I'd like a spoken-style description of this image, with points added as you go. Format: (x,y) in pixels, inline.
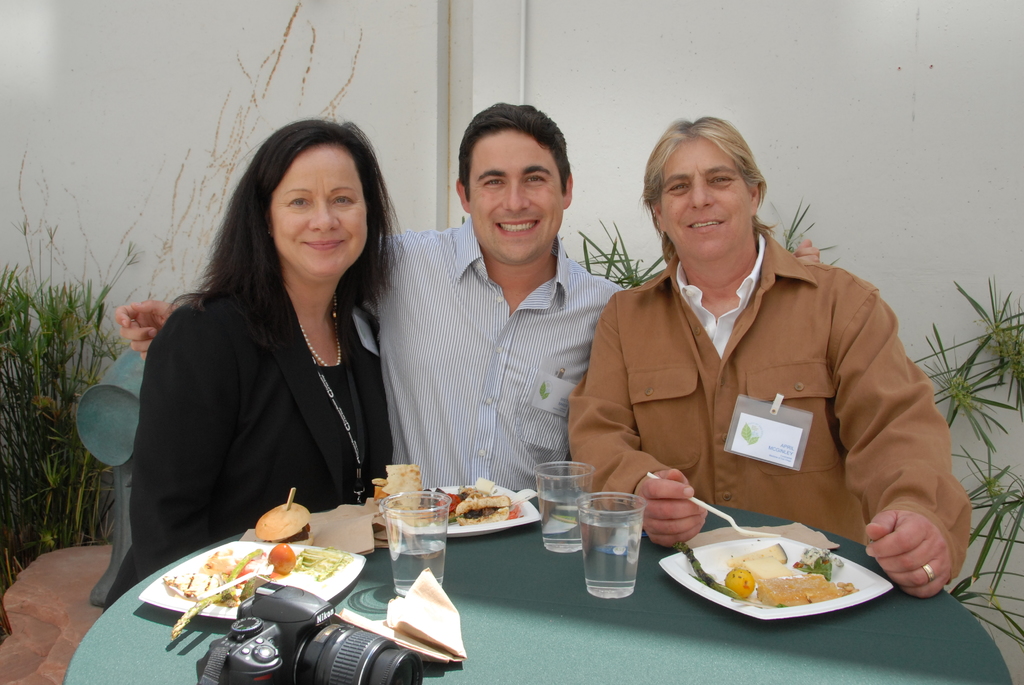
Here we see three people (147,496) seated with a smile (706,230) on their faces (503,210). we see some plates (327,598) with food (835,592) On the table (207,640), and we see some glasses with water (406,580) and a camera (246,605).
